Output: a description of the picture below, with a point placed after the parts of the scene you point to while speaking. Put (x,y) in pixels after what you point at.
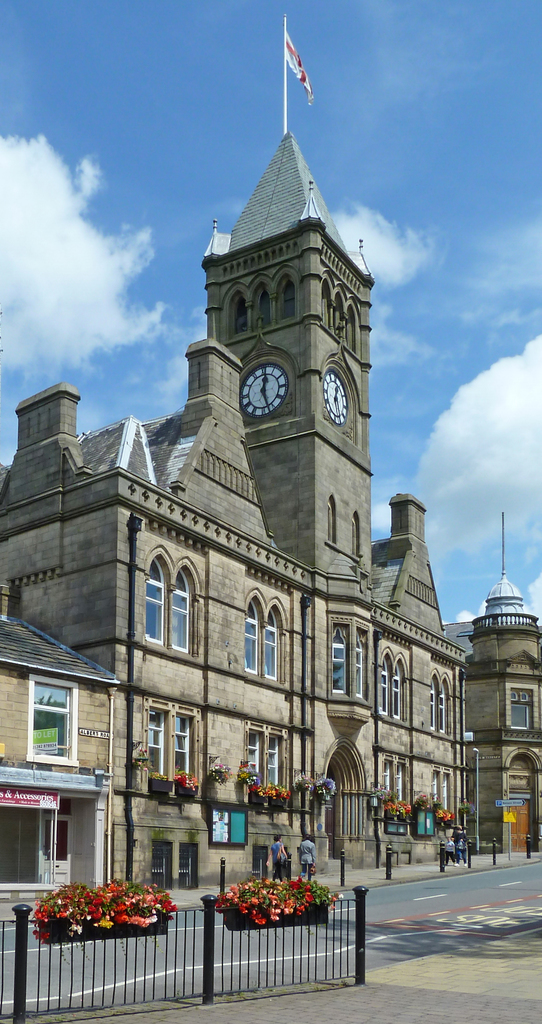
In this image there is a building (323,654) with the glass windows (334,683). There is a clock (338,398) attached to its wall (311,440). At the top (291,43) there is a flag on the building (269,192). At the bottom (428,895) there is a road (418,933). On the left side (104,945) there is a fence (104,967). In the fence (148,943) there are flower plants (166,895). There are few flower pots (400,812) which are attached to the building (426,778). At the top (467,127) there is the sky (459,168). There is a road (453,889) in the middle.
